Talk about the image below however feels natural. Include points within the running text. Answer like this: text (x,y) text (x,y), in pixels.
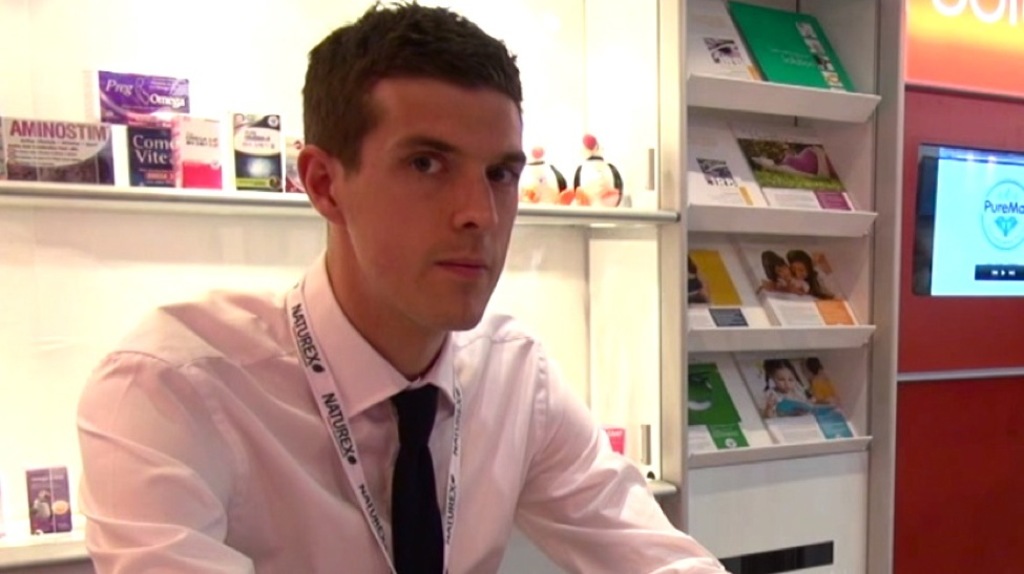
In this picture we can see a man (423,491) in the front (475,466), on the right side (999,229) there is a screen (1009,237), we can see shelves (645,181) in the background (643,154), there are some boxes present on these shelves (306,196), we can see two toys (562,174) in the middle (586,194).
